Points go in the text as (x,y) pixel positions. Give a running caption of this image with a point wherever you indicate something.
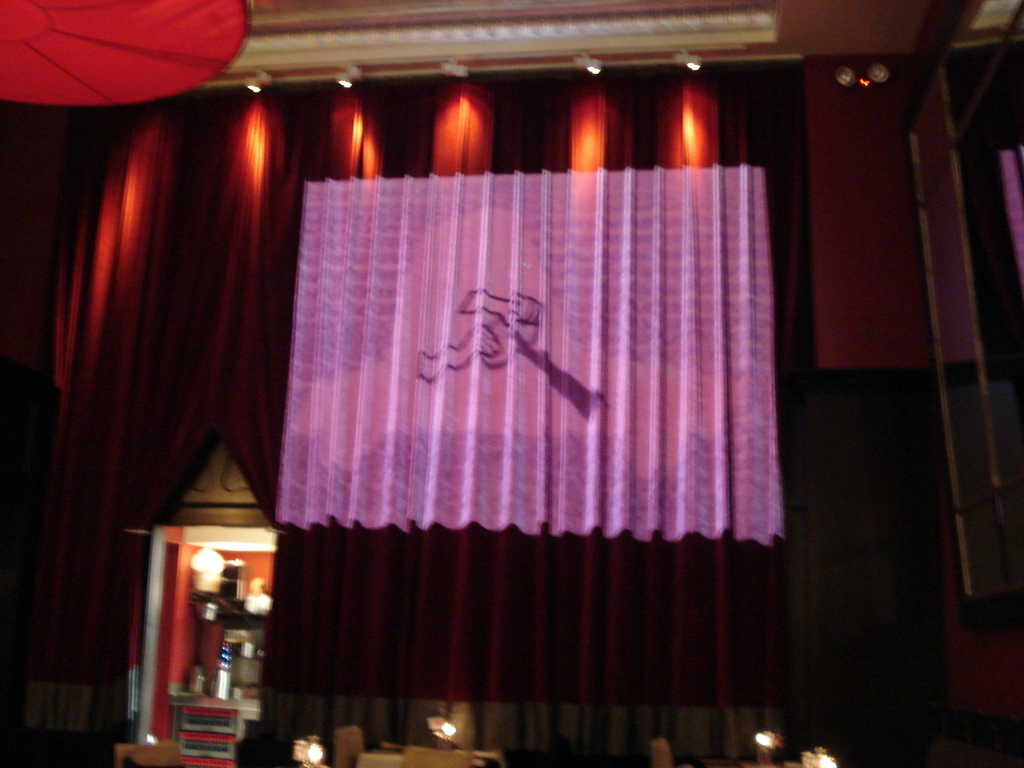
In this picture there are tables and chairs (458,762). On the left side of the image (193,759) there are objects (218,765). At the back (112,716) there is a curtain (275,556) and there is a picture (678,254) of an object (514,328) on the curtain (573,301). At the top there are lights (90,57). On the right side of the image (985,122) it looks like a mirror (993,196).
